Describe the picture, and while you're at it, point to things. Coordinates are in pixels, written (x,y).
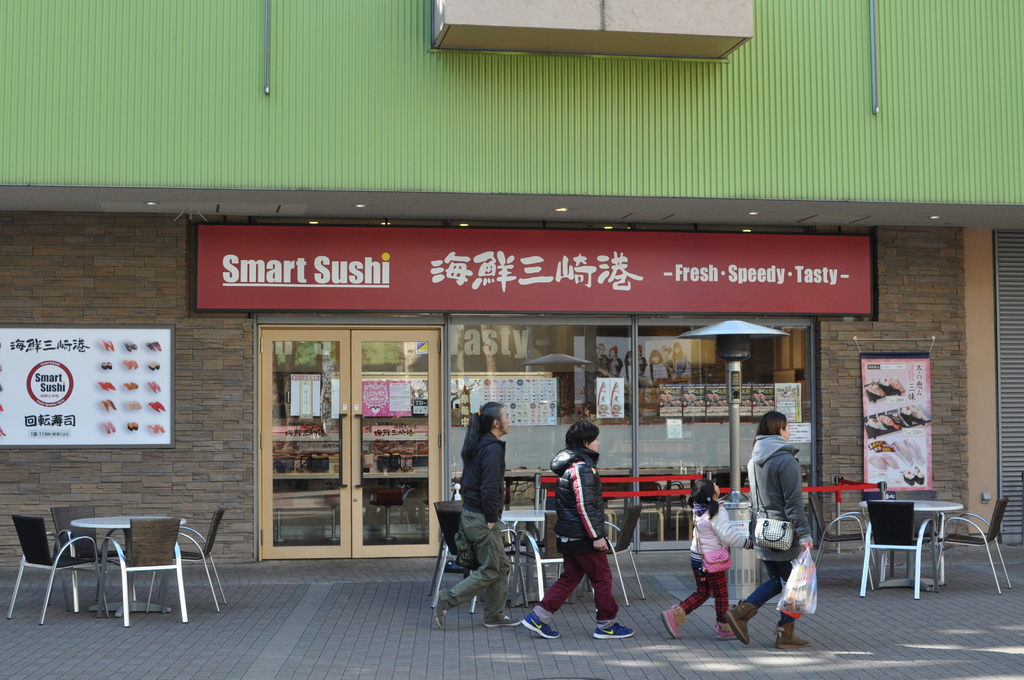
In this image I see 3 persons (587,477) and a child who are on the path (351,589) and there are tables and chairs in the background (820,548) and I see a shop (222,379) and on the wall (238,501) I see the boards (896,488).
